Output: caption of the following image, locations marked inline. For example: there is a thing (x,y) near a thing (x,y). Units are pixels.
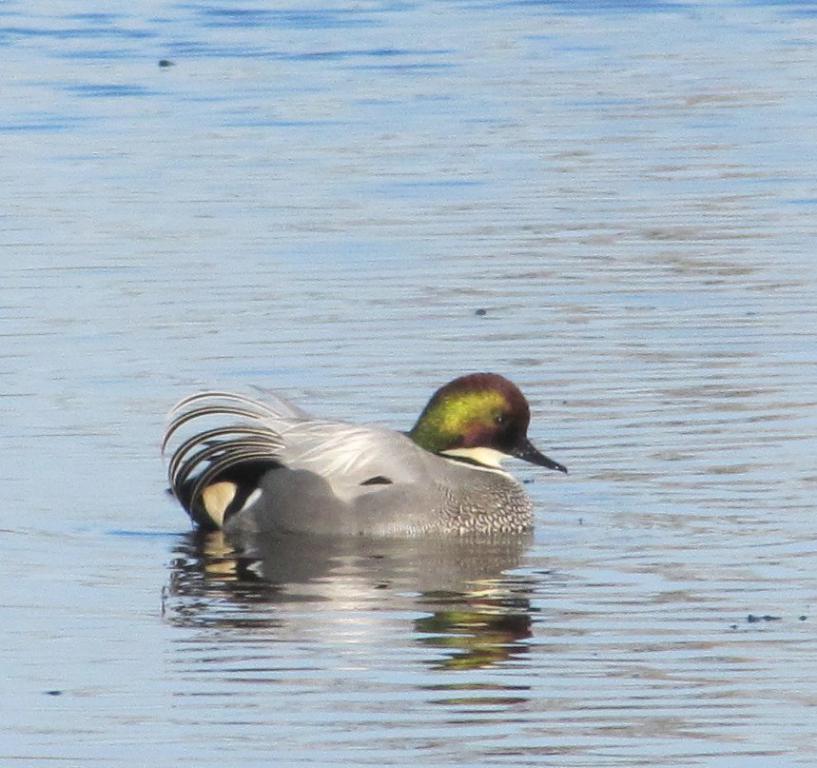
In this image I can see a bird (362,445) which is black, silver, grey, green and brown in color is on the surface of the water (375,617).
